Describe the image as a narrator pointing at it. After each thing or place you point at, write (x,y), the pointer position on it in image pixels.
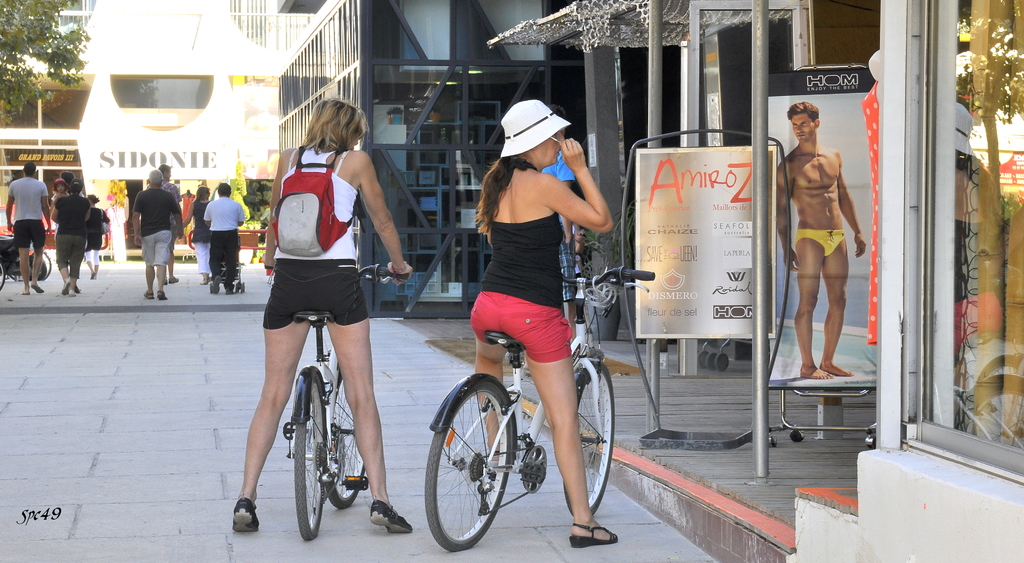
In the picture we can find a buildings (420,121) two women (537,294) on the bicycles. In the background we can find some people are walking. And we can also find a tree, Hoardings (685,207) and shops (217,178).
